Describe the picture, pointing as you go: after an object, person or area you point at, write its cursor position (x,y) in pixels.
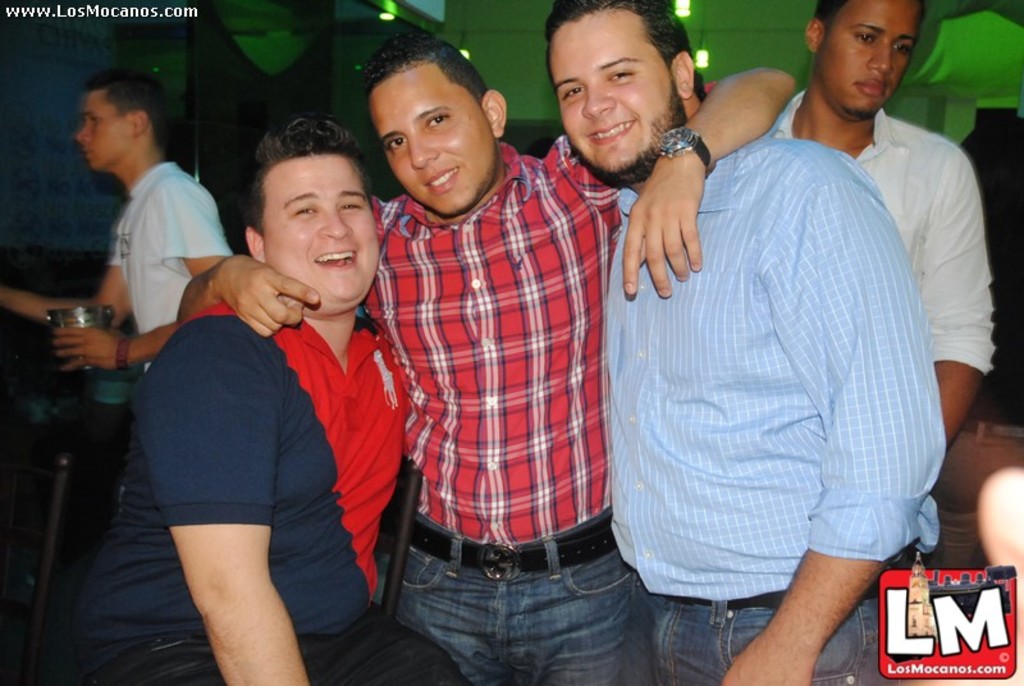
In front of the picture, we see two men (622,245) are standing and a man (248,415) is sitting on the chair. They are smiling and they are posing for the photo. On the right side (866,27), we see a man (852,68) in the white shirt (923,197) is standing. On the left side (114,156), we see a chair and a man (184,247) in the white T-shirt (154,262) is standing and he is holding a vessel (84,323) in his hands (88,339). In the background (230,83), we see the lights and a wall (732,35). This picture might be clicked in the dark.
